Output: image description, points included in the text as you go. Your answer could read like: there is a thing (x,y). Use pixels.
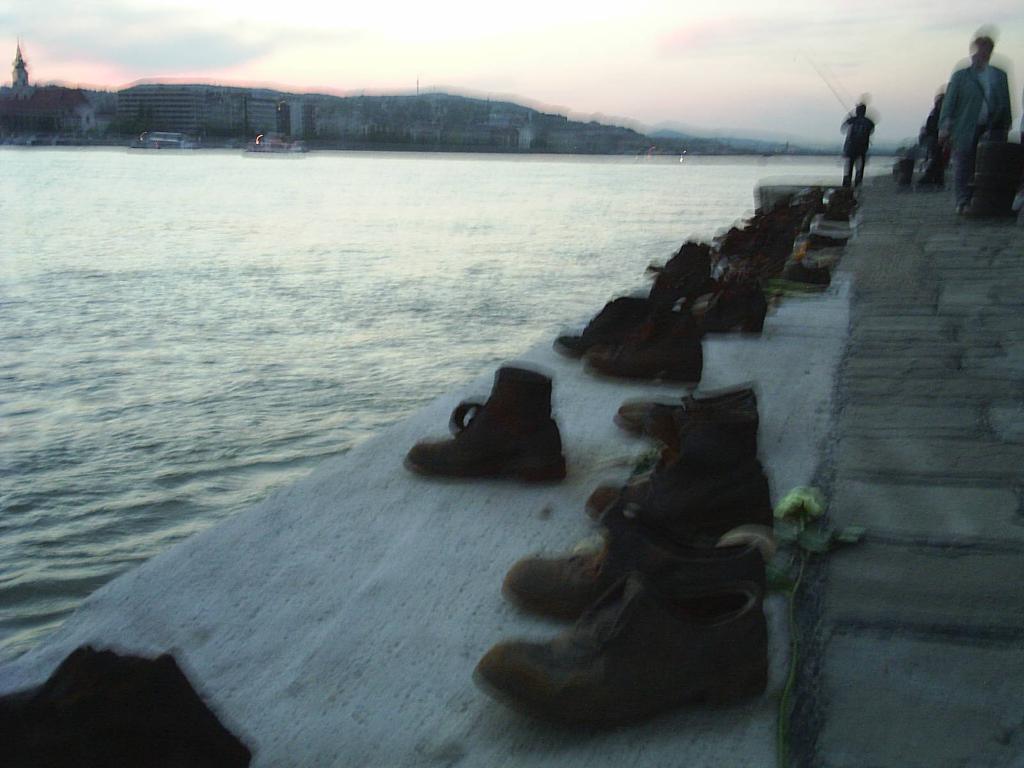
In this image few footwear's (605,560) are kept on the floor (579,520). Right top few persons (939,118) are standing on the floor (944,318). Left side (162,377) there is water (342,280). Background there are few buildings (302,120). Top of the image (577,71) there is sky (671,63).
